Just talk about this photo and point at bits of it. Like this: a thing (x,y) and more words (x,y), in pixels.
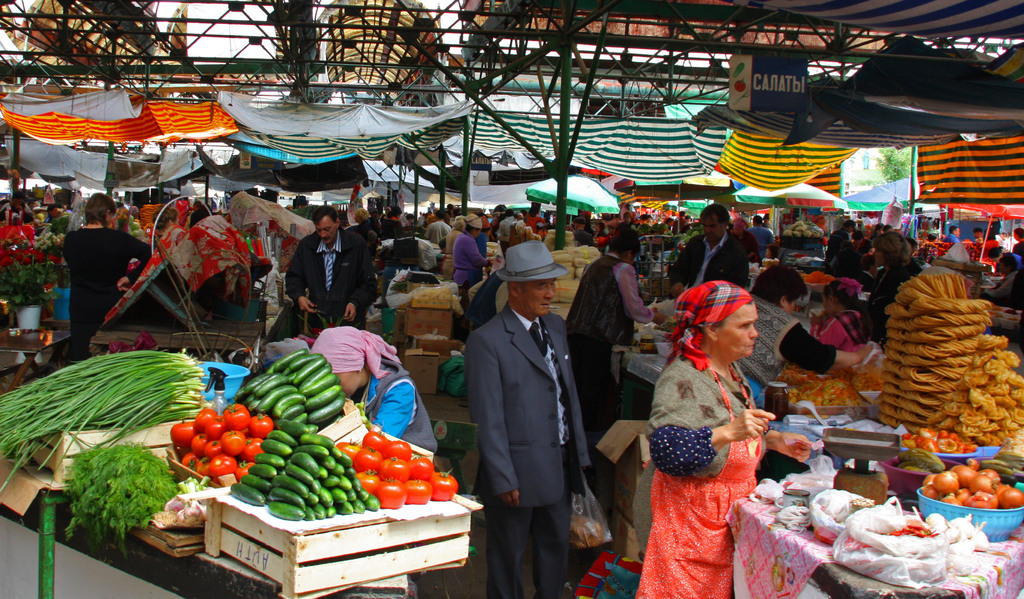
This image is taken in a market (650,379) where we can see persons (562,268), vegetables (358,491), tables (245,572), cardboard boxes (433,347), poles (483,45), tents (835,105), food items (894,386) and weighing machine (848,455).
